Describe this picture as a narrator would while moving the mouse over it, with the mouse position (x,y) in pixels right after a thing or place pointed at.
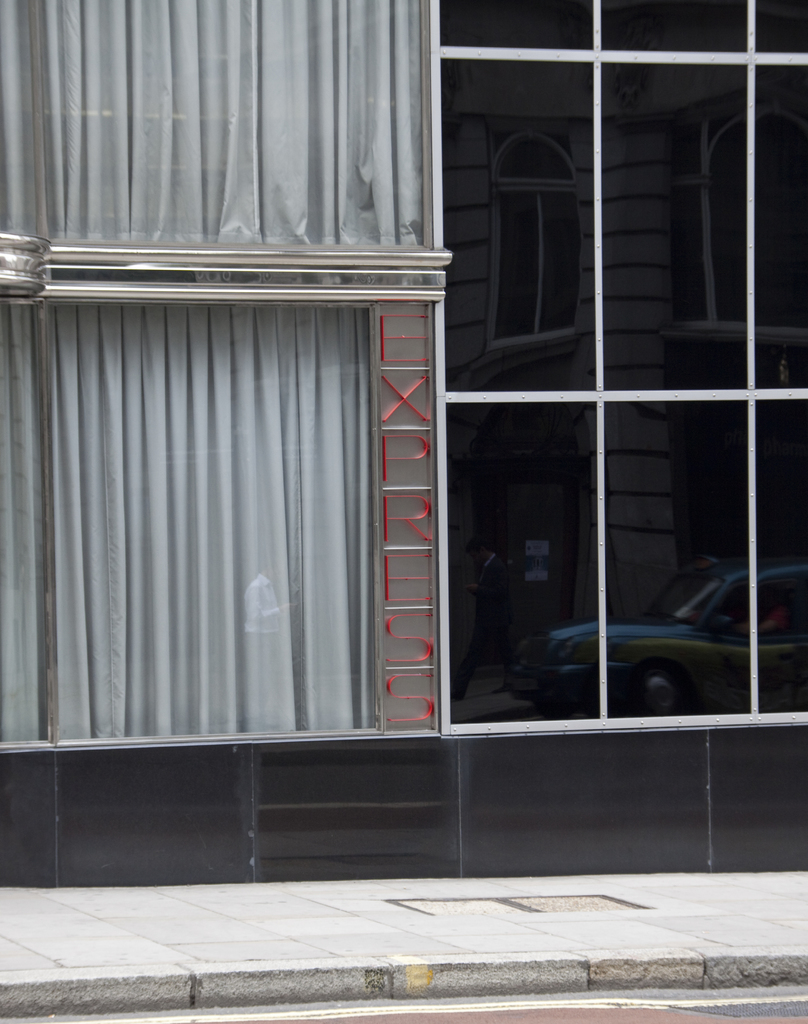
In this picture we can see a glass (640,476) here, we can see reflection (640,476) of a building (637,420) and a car (733,695) on this glass (664,641).
